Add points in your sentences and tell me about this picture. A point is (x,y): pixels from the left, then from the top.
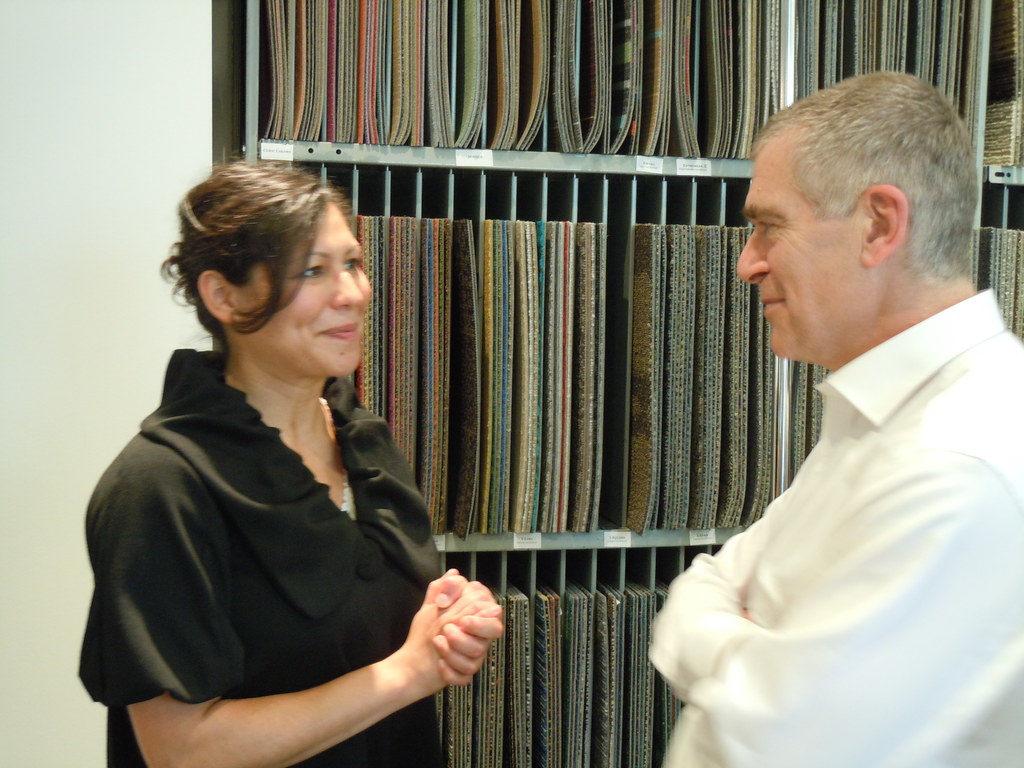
This picture shows a man (1018,504) and a woman (259,274) standing with a smile on their faces (761,264). women (219,375) wore black color dress (207,547) and man (847,463) white color shirt (857,466) and we see carpet pieces (560,354) in the metal shelf (355,195).
